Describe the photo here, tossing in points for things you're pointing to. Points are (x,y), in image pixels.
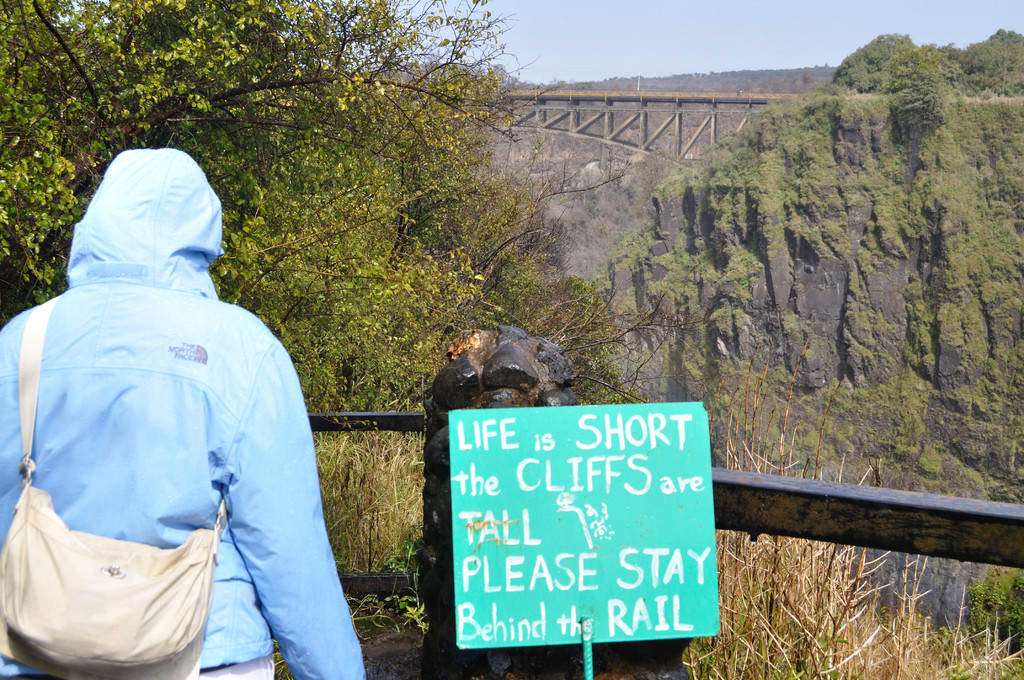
In this image the man (197,402) is standing on the mountain (416,639) wearing a blue colour jacket (166,443) and white colour backpack (142,595). In front of him we can see a trees (318,198), a mountain (717,82), a bridge (666,96), sky (607,58), mountain (838,200) with grass (834,218), dry grass (806,557) and a board (660,520) with a quote (479,433) written on it Life is short the cliffs are tall please stay behind the rail.
